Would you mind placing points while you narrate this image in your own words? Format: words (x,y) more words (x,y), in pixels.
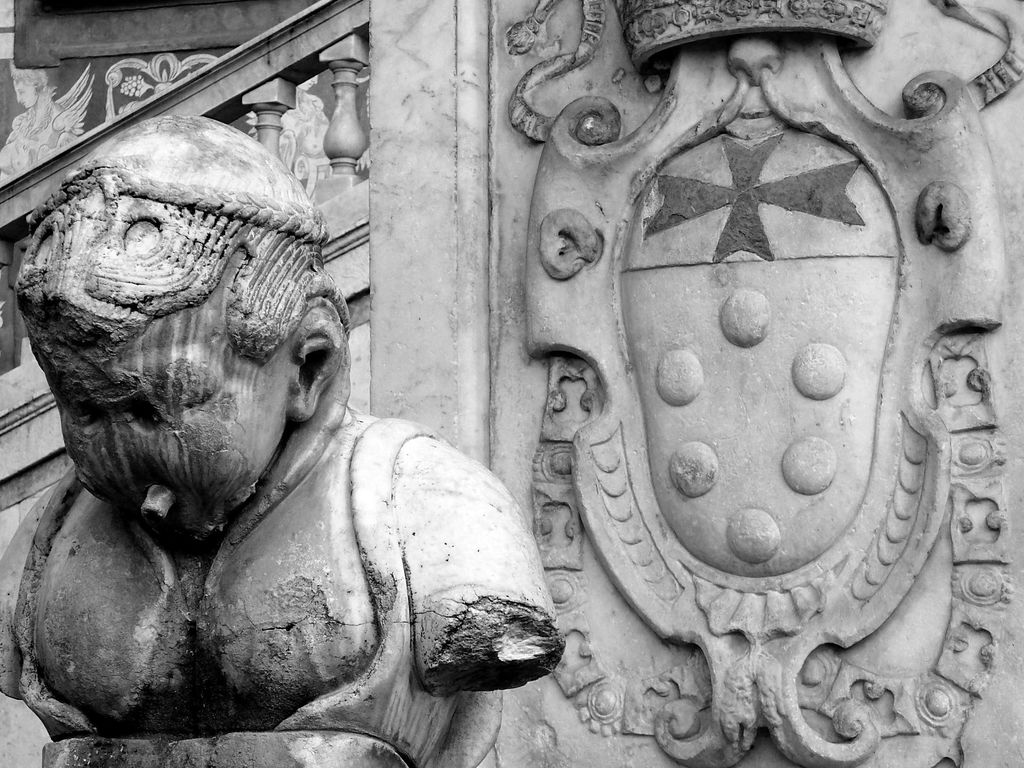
This is a black and white image of sculptures (576,516).
